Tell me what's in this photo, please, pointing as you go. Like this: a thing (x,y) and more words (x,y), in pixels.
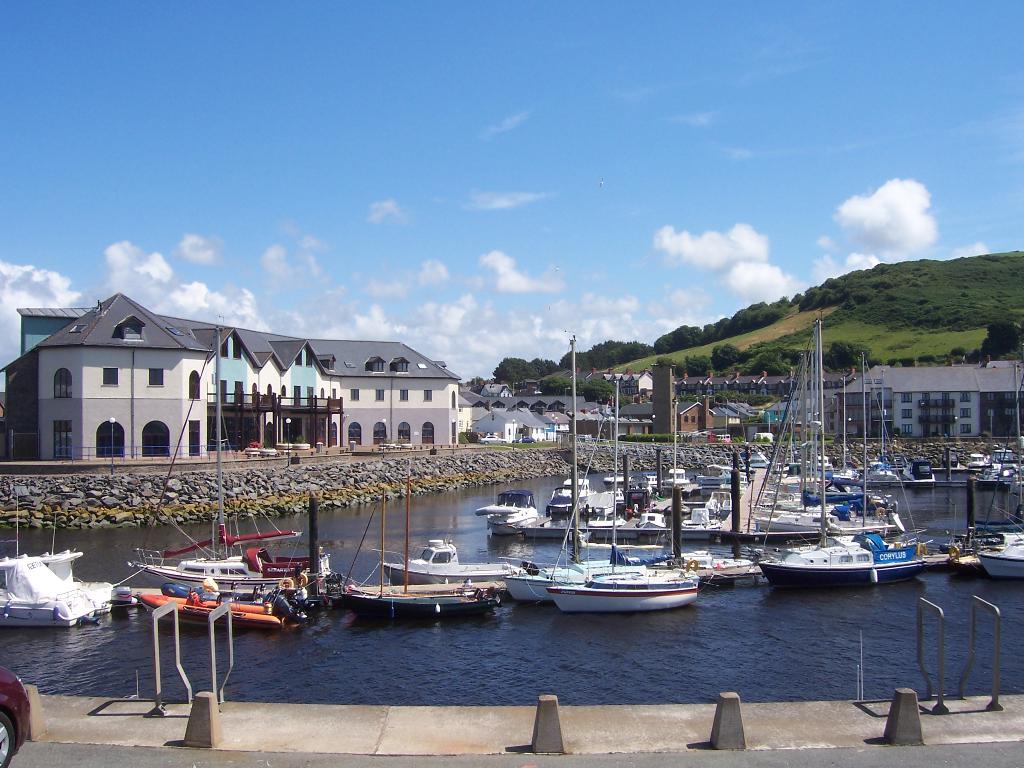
In this image there are few buildings (390,434), few boats (32,571) in the water (334,515), a mountain (698,370) covered with grass (823,315) and trees (812,300), a fence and some clouds (592,324) in the sky (549,314).
